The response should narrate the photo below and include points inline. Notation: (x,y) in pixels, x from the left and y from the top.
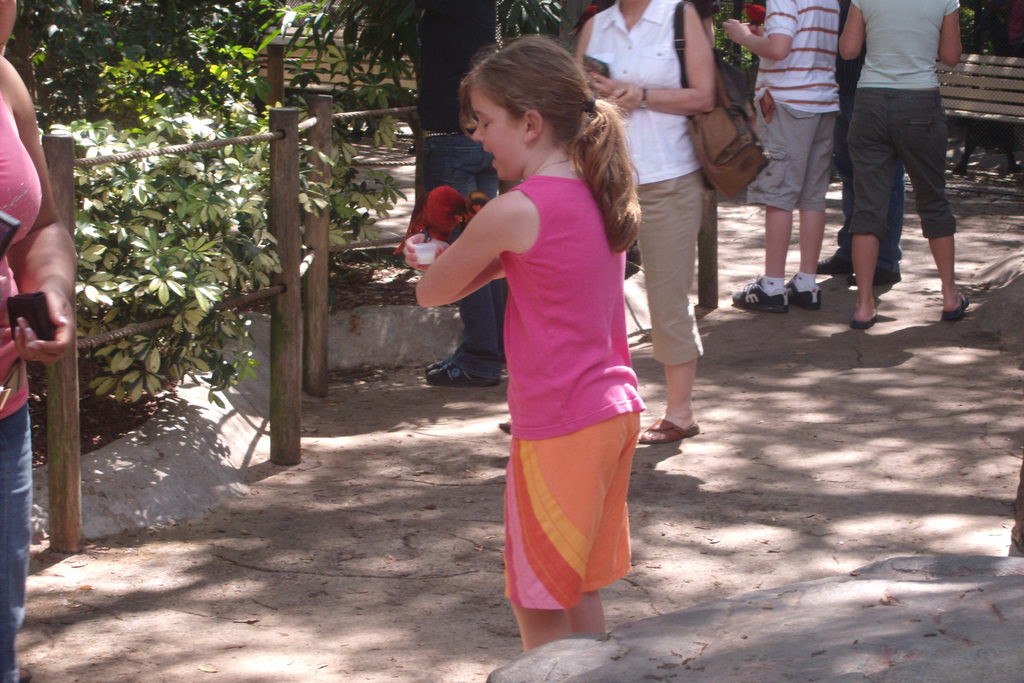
In this image we can see a group of people (697,324) standing on the ground (695,601). In that a girl (449,285) is holding a cup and a bird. We can also see some benches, wooden poles (285,268), the ropes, a group of plants (254,276) and the bark of a tree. At the bottom right (698,641) we can see the rock (721,640).
